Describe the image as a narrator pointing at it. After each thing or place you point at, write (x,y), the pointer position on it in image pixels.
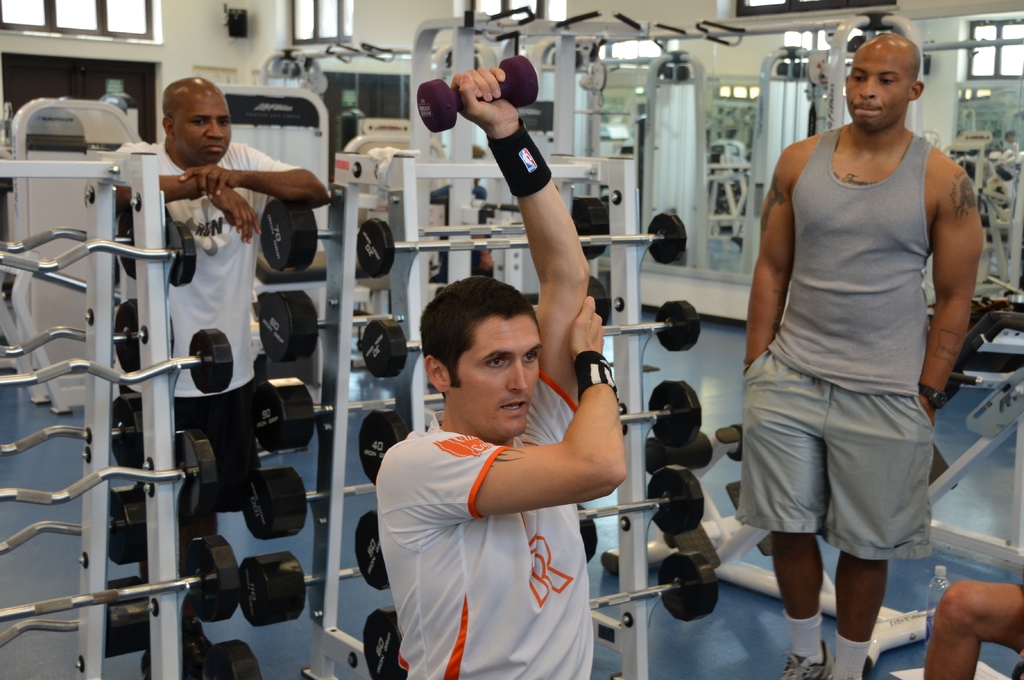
In this picture I can see there is a man (514,417) he is wearing a white shirt (432,462) and he is holding dumbbell (434,109) in his left hand (493,102) and there are two other people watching him.
